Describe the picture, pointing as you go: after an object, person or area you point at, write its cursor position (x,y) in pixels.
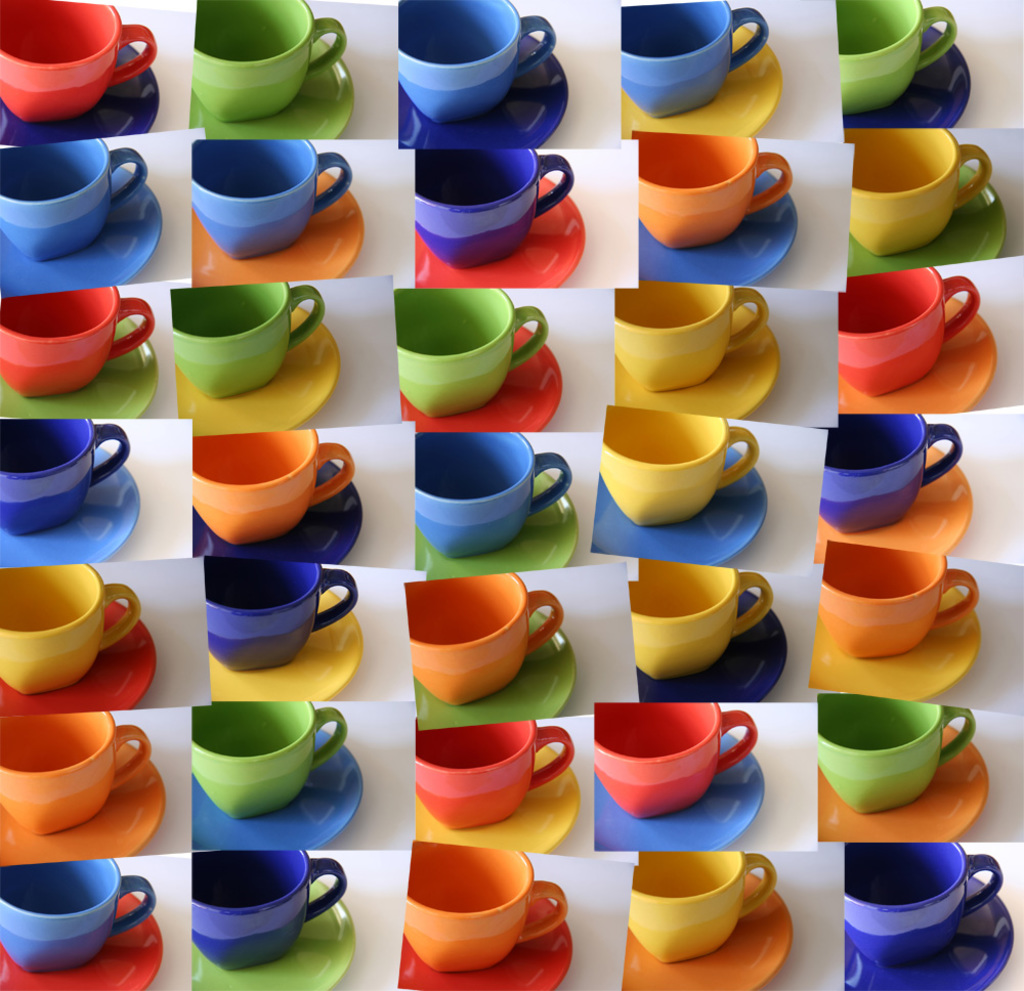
This a collage picture of different colorful cups (256,589) and saucers (569,816).
